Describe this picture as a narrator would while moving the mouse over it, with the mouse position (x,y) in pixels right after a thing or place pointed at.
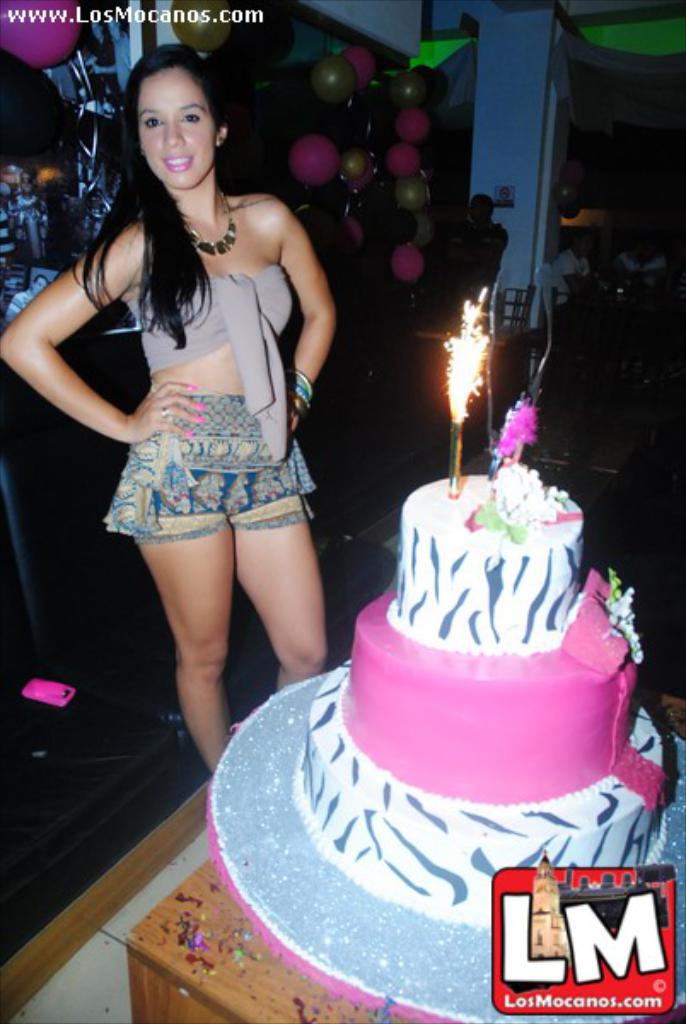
This picture shows a woman (202,410) standing and we see a cake (434,768) on the table (258,1017) and sparkle (463,453) on the cake (428,501) and we see balloons (26,6) and few people (565,301) seated on the chairs (518,297) and few are standing and we see tables (594,341) and we see a logo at the right bottom of the picture (572,950).
